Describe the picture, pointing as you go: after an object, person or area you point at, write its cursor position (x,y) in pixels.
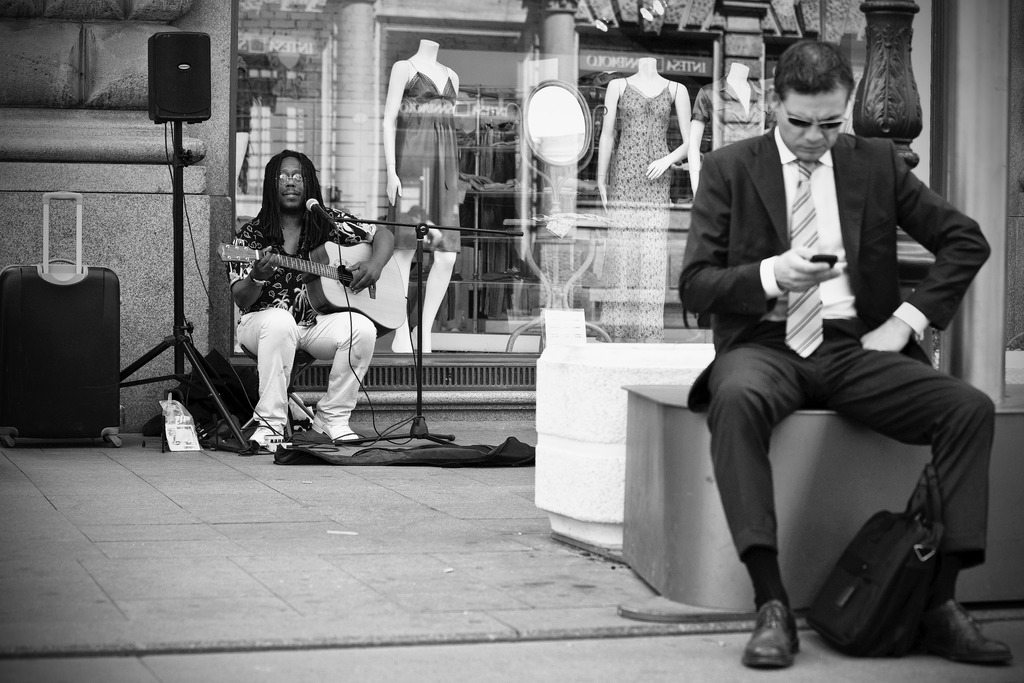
There is a man (250,273) sitting and playing guitar (246,254) in a microphone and there is a suitcase (17,409) on left (76,431) and mannequins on right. just opposite to him there is other man (873,268) sitting with bag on ground (126,494) and operating cell phone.
